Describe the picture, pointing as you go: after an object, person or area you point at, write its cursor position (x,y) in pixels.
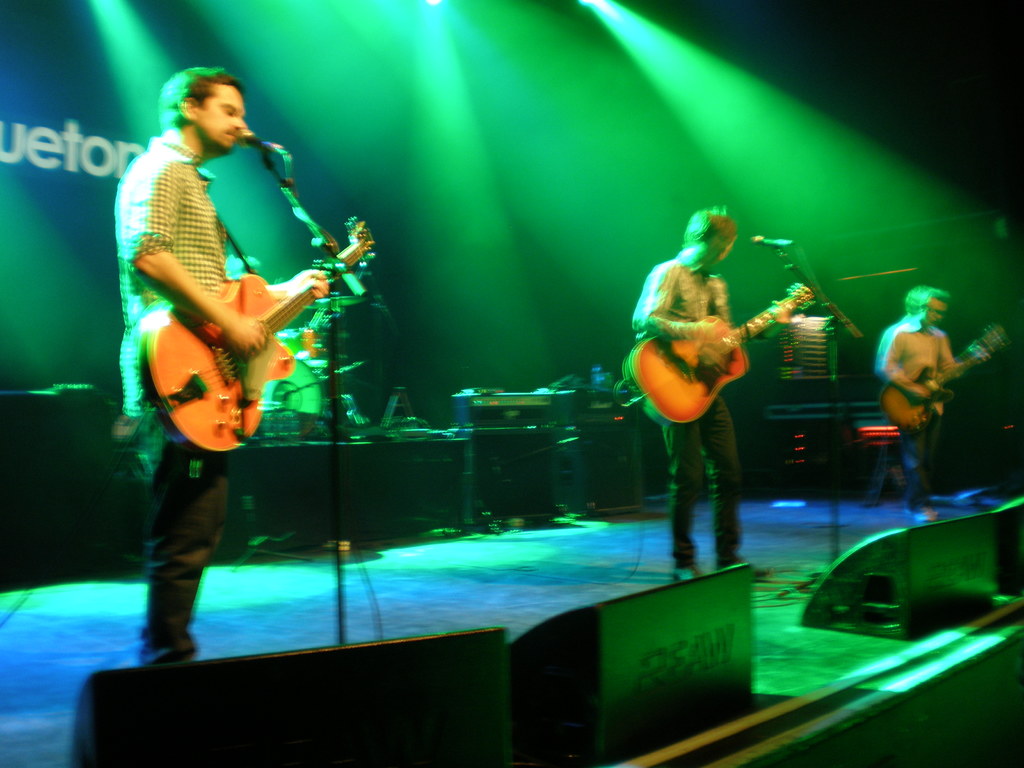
In this image there are three persons (702,278) who are standing. On the left side (171,476) there is one person (218,497) who is standing and he is holding a guitar (228,377), in front of him there is one mike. In the middle of the image (677,489) there is another person (691,334) who is standing and he is holding a guitar (676,369) in front of him there is another mike (833,356). On the right side (914,368) there is one man (938,420) who is standing and he is holding a guitar (901,391) and on the background (585,171) we can see some disco lights (446,11) and wall (44,90) and one stage (512,581) is there.
